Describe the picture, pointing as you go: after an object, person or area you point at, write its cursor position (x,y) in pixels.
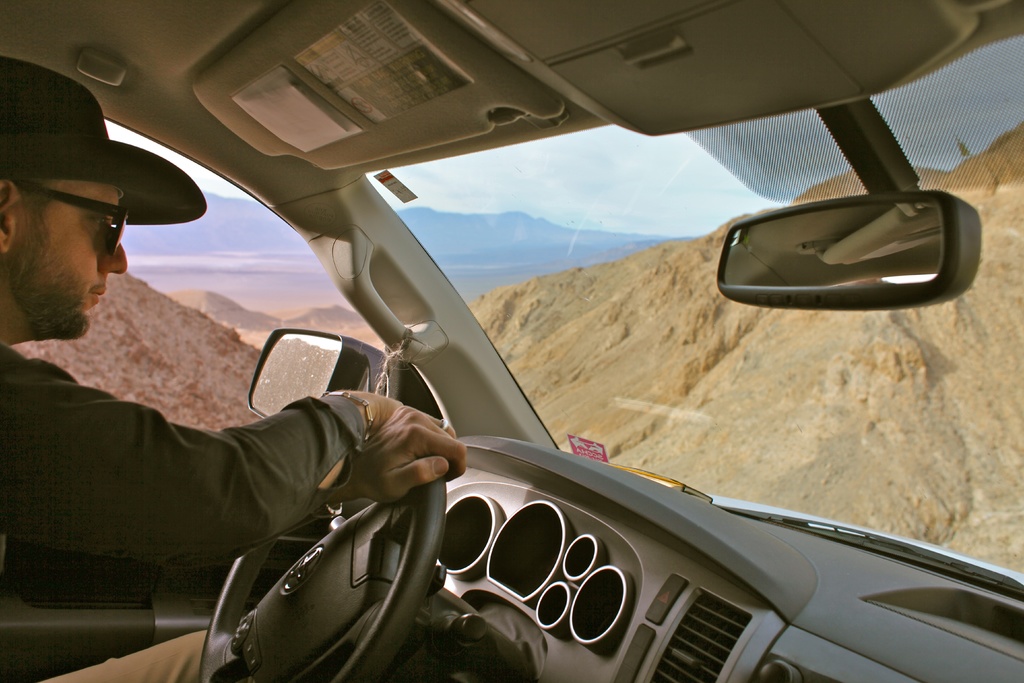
In the image I can see a person (283,511) driving the car (476,582) and around there are some mountains (525,373).
